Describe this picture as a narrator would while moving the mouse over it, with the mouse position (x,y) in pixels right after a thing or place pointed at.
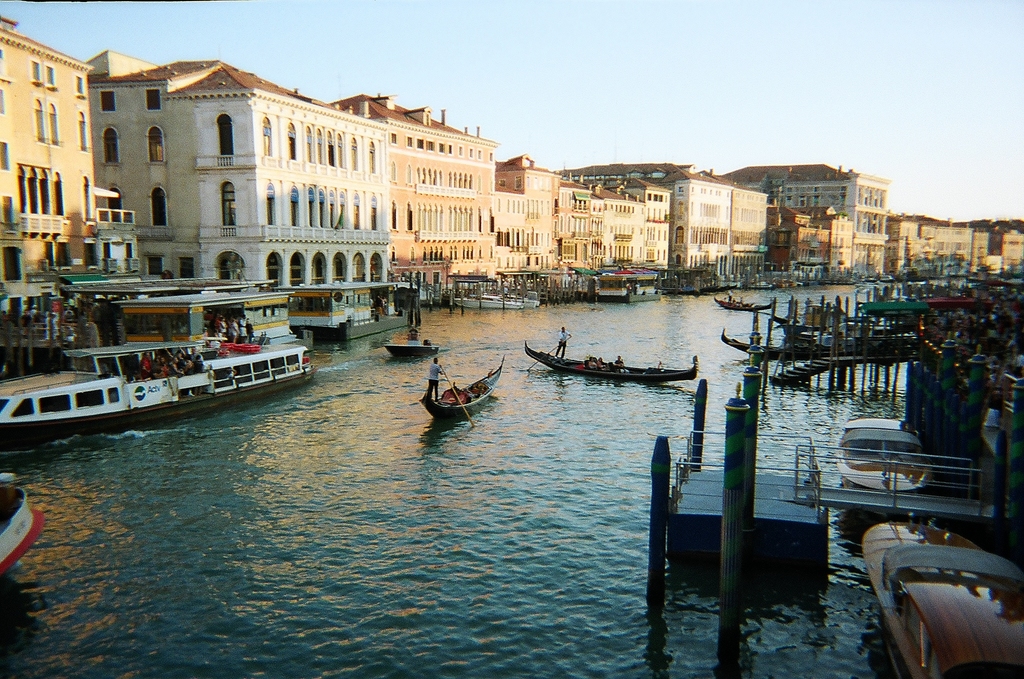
In this image I can see some boats (493,381) on the water (593,462), beside them there are some buildings (112,264).
